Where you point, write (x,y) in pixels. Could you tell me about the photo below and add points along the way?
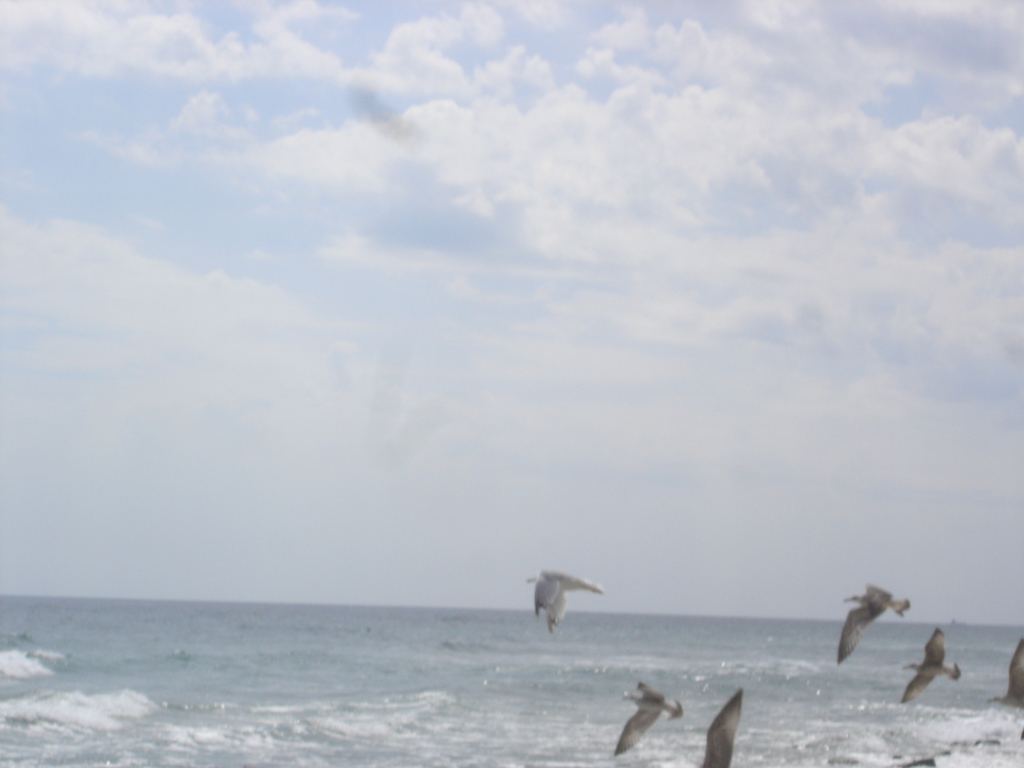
In this picture we can see water (577,714), birds (626,730) flying in the air (625,562) and in the background (213,383) we can see the sky (517,309) with clouds (512,234).
